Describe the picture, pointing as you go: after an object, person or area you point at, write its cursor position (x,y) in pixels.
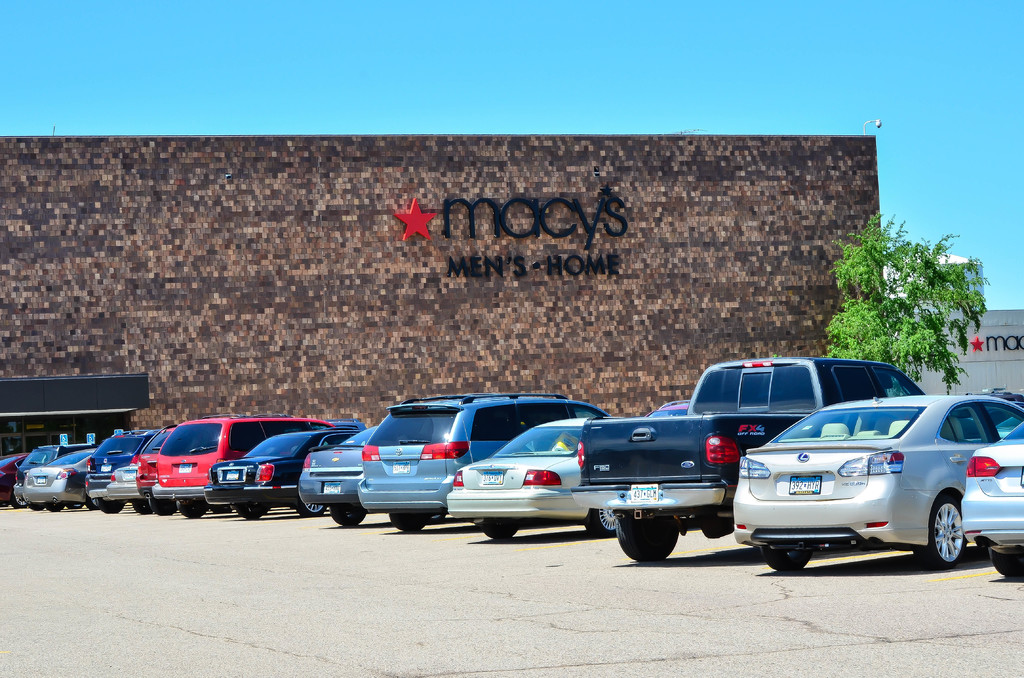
In this image I can see some vehicles (490,483) on the road (499,610). On the right side (936,311), I can see a tree (902,339). In the background (443,314), I can see a wall (554,261) with some text (590,256) written on it. I can see the sky (466,76).
